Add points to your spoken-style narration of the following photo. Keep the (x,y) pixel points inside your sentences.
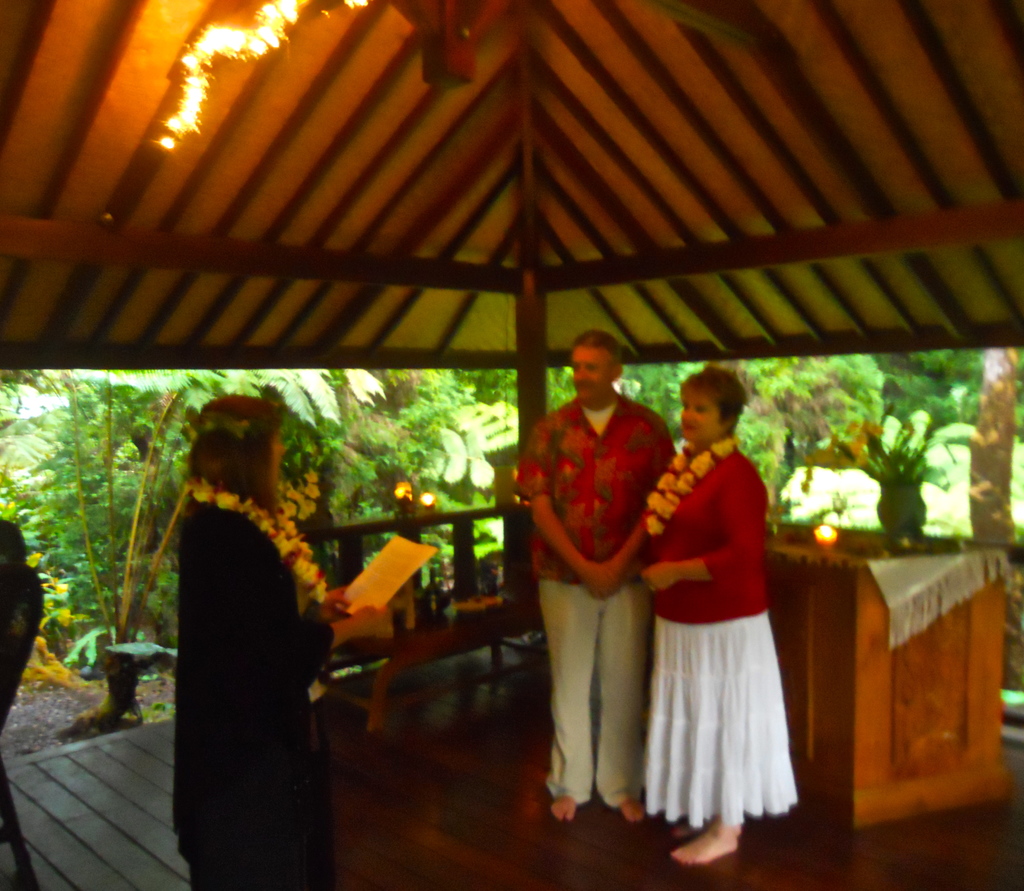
A person (260,539) is standing at the left (260,490) wearing a garland (275,526) and holding a paper (376,587). 2 people (633,423) are standing at the right (686,551). The person (686,517) at the right (688,496) is wearing a red t shirt (718,502), white skirt (726,645) and a garland (702,466). There is a table (834,711) and trees (814,513) are present at the back (951,473).
